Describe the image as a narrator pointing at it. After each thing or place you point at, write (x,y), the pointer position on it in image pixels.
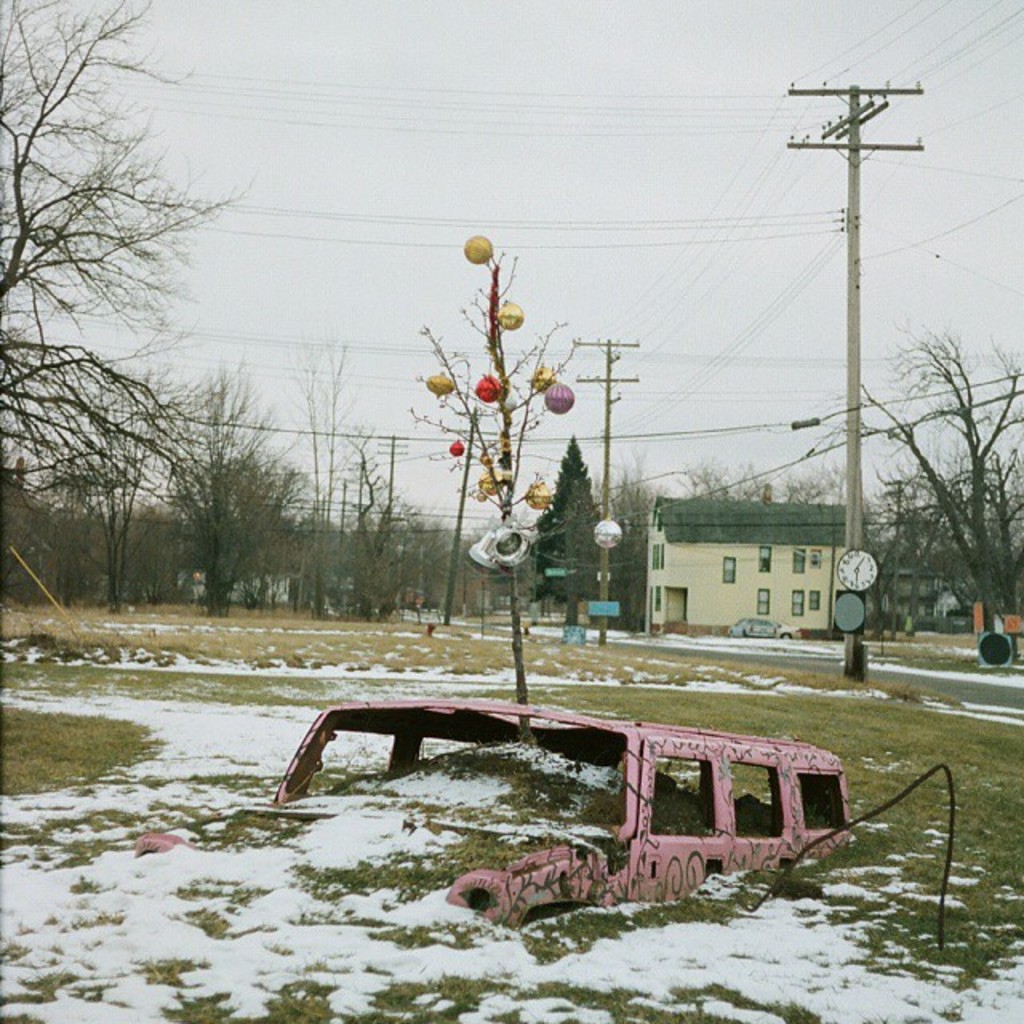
In this image we can see a car (494,810) dipped into the land (391,905), ice (394,910), a tree (536,500) with bells (512,549) and balls (537,500) and grass (855,754). On the backside (546,545) we can see some trees (412,579), an utility pole (855,504) with a clock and some wires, a house (808,569) with a roof (724,518) and windows (800,605), road (1001,699), a car (772,634) parked beside the house (779,619) and the sky (693,216).
